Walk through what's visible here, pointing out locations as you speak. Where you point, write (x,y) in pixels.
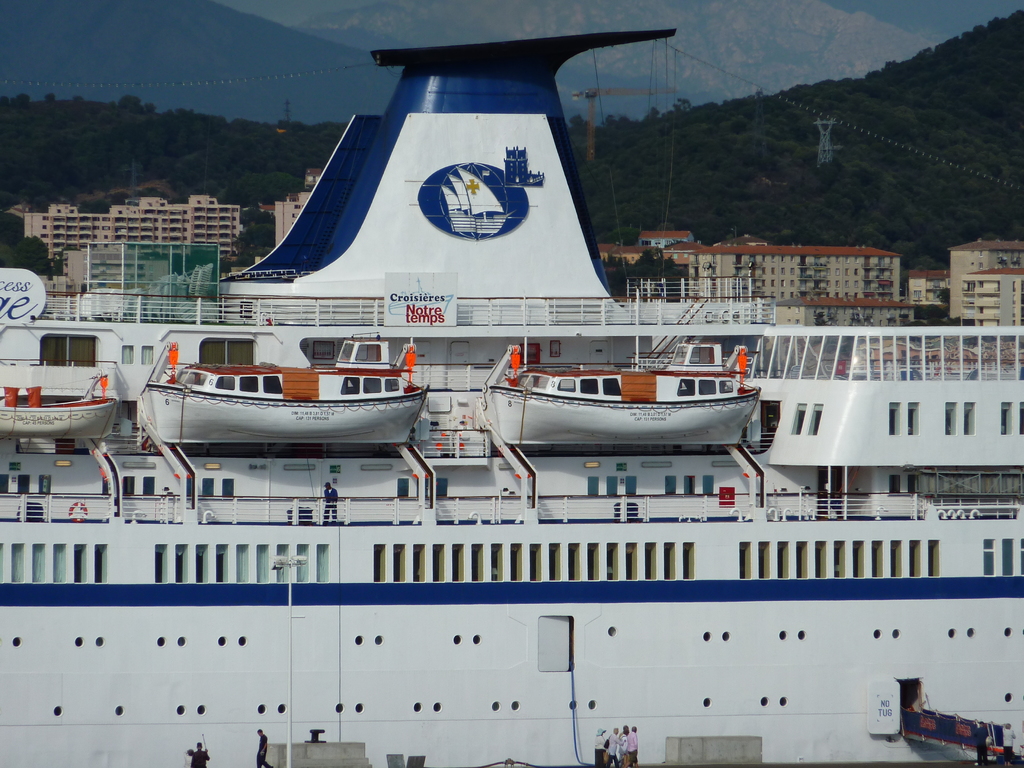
In this image we can see a big ship (263,330) where we can see a few small boats (51,418) and people (634,766) walking here. In the background (964,278), we can see buildings (831,272), trees (607,203), crane (591,159), rope-way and the sky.
